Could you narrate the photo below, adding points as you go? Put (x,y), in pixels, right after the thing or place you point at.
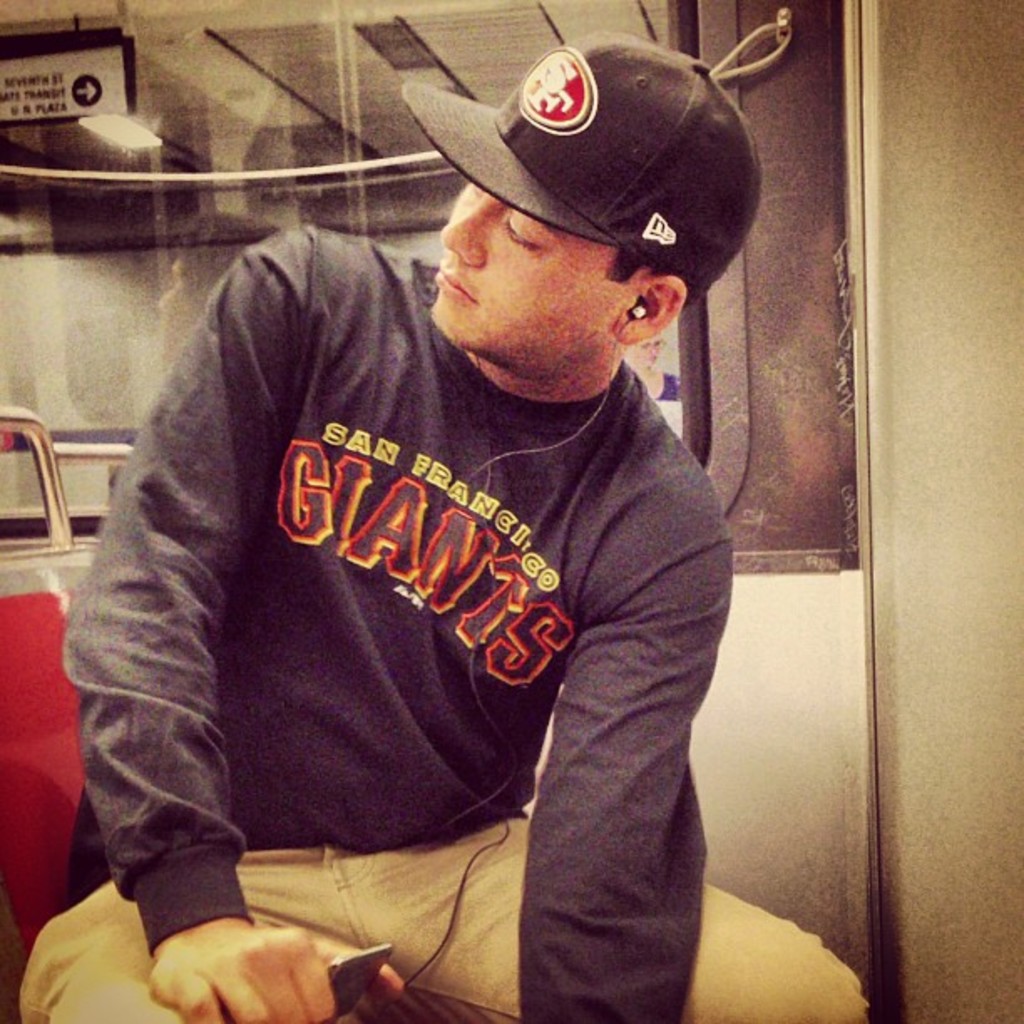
In this image we can see a person (571,445) wearing a dress (402,697) and a cap (654,164) is holding a device (372,973) in his hand (313,976). In the background (173,265), we can see a window (560,24), a sign board (79,91) with some text (37,97) and some lights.
